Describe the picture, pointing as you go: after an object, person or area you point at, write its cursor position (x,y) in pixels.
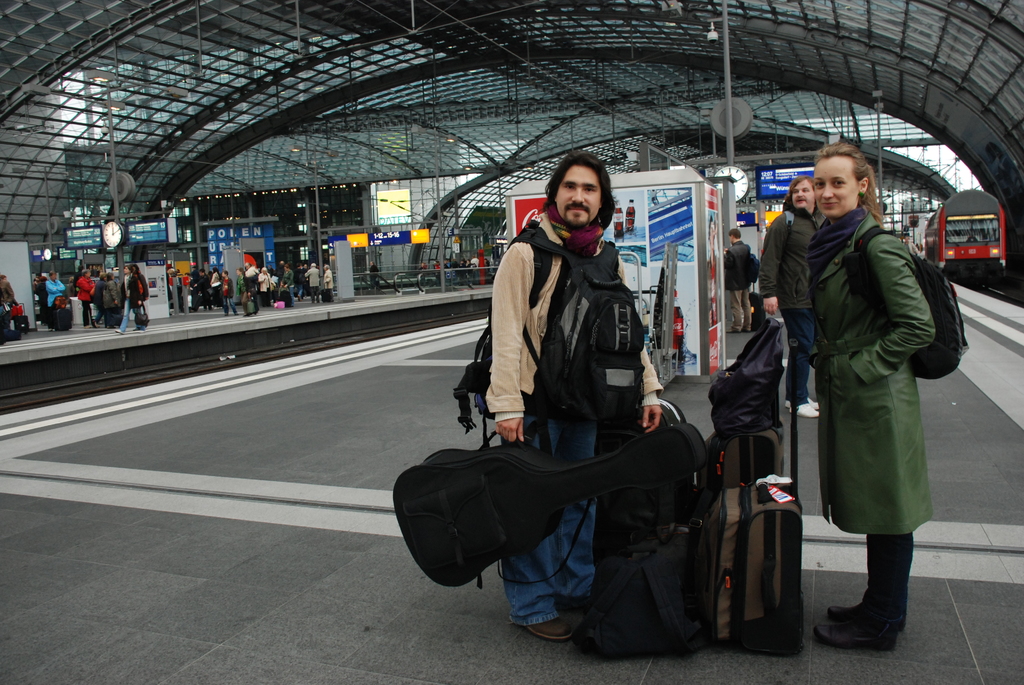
The image is taken inside a railway station (811,512), on the right side (957,228) there is a train (987,258) beside the platform (481,600) and there are few people (729,259) standing on the platform (227,388) with the luggage (711,446), on the left side (270,327) there is another platform (283,334) and there are a lot of people (245,267) standing on that platform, there are also clocks (117,232) fixed to the poles (730,159) and above the platform (982,594) there is a closed roof (523,79).
